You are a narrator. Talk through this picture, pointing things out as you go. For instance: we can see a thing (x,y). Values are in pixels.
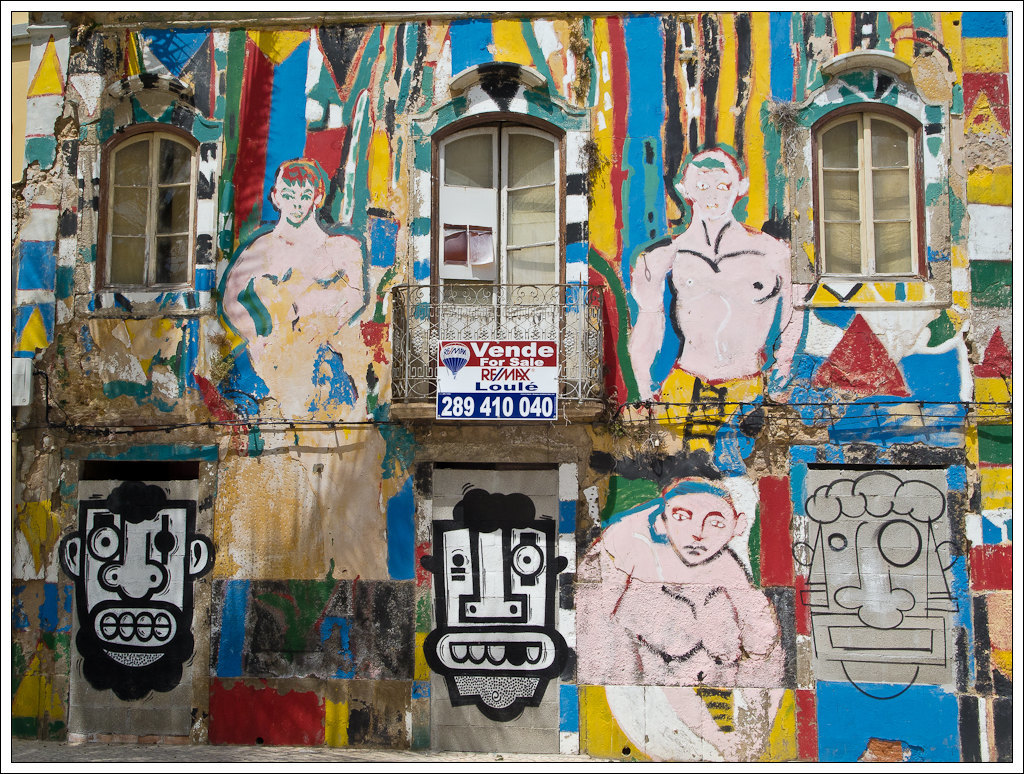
In this picture we can see windows (873,271), wall (218,591) with painting (893,30) on it, poster (522,361).
